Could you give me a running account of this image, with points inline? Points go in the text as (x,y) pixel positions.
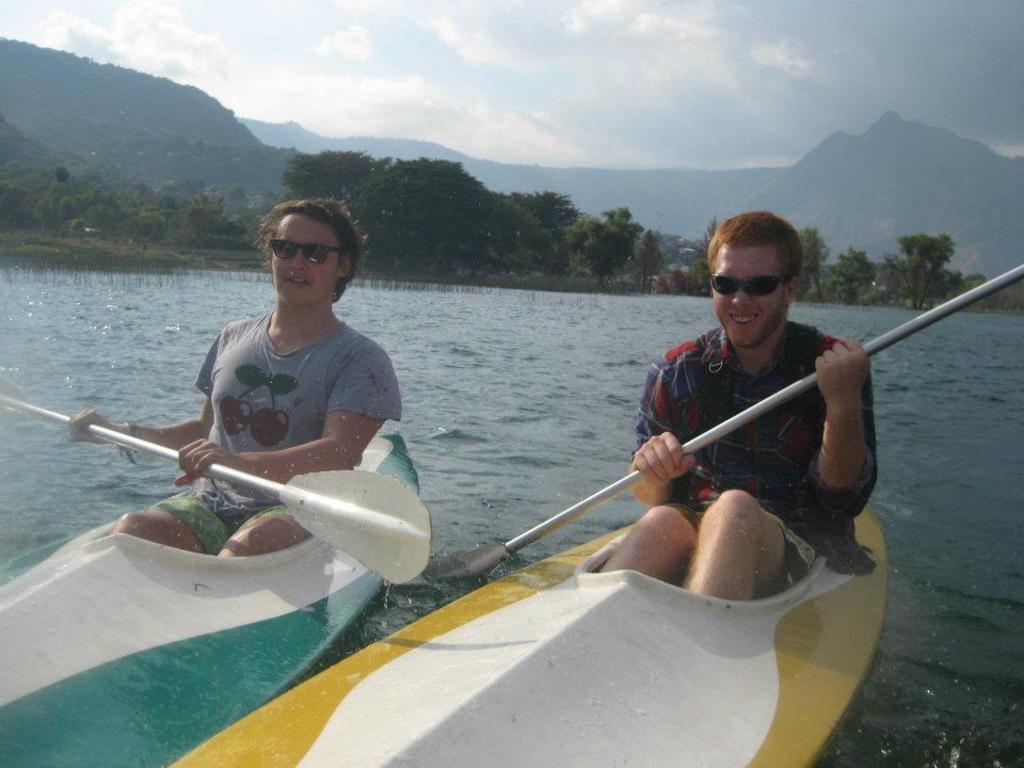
In this picture we can see there are two people (223,450) sitting on the boats (69,596) and the people (248,469) are holding the paddles (321,491) and the boats (644,603) are on the water (909,691). Behind the people (243,388) there are trees (557,212), hills (92,132) and the sky (569,22).
